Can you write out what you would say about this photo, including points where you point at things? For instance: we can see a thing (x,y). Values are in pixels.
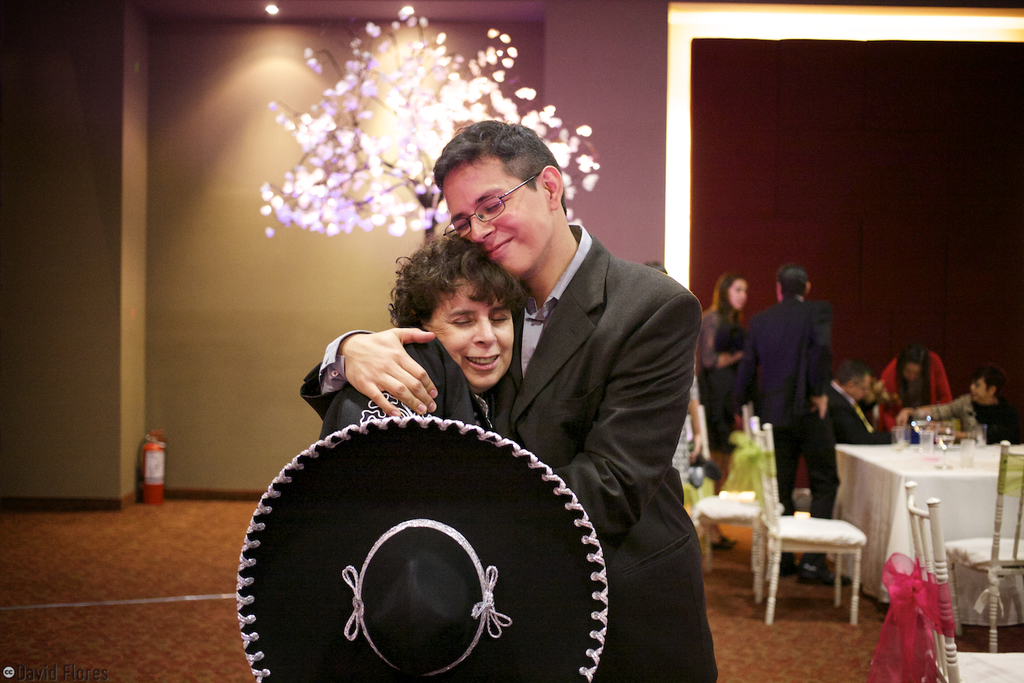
2 people (492,374) are hugging each other in the center (569,398) holding a black hat (389,554). behind them there are tables (880,472) and chairs (936,500) on which people (912,405) are seated. 2 people (822,389) are standing at the right (747,360). behind them there is a tree (390,178) which is white in color. at the back (234,189) there's a wall (192,314).
